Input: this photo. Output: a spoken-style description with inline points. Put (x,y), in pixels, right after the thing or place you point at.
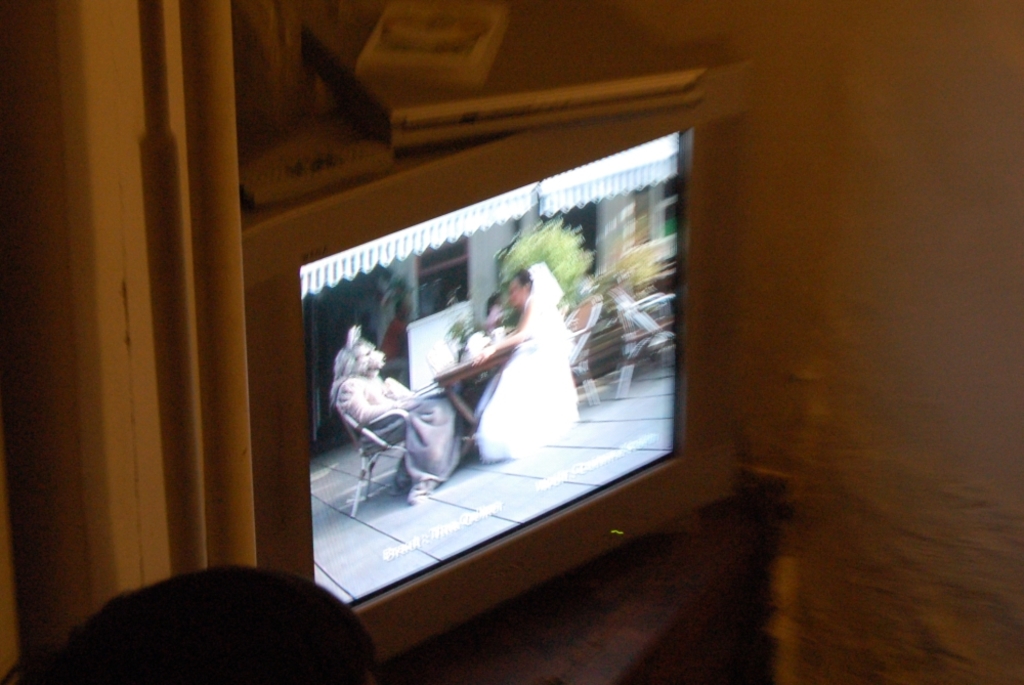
In this image we can see a television screen (507,326). In the screen (519,326) there are persons (516,382) sitting on the chairs (388,441) and a table (495,362) is placed in front of them. In the background (500,249) we can see shed (549,208), building (448,272), chairs (618,311) and plants (569,284).
